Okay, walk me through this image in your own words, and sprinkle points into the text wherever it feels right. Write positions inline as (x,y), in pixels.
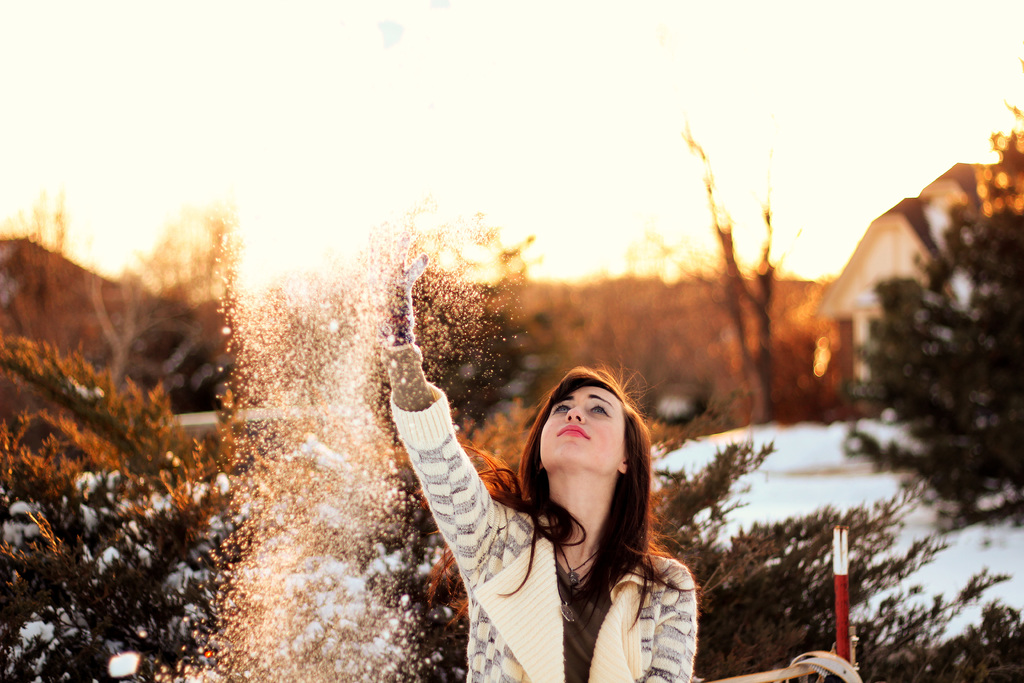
In the center of the image (601,432) we can see a woman (606,522). We can also see the snow (796,491), house (869,313) and also the trees (977,246). Sky (275,17) is also visible. We can see a rod (839,627) on the right (844,609).
